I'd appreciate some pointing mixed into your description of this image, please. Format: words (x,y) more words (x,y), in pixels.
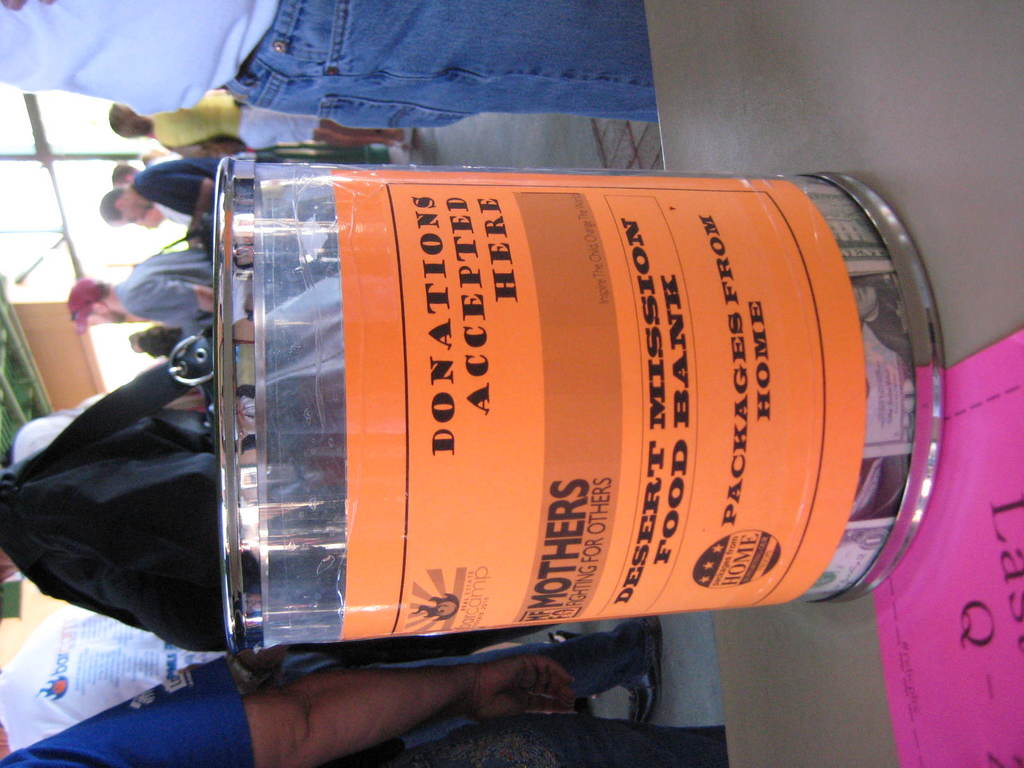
In this picture we can see an object (390,394) and a paper (956,661) on a table (680,56) and in the background (379,48) we can see a group of people (153,261) standing on the floor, rods (39,131).
